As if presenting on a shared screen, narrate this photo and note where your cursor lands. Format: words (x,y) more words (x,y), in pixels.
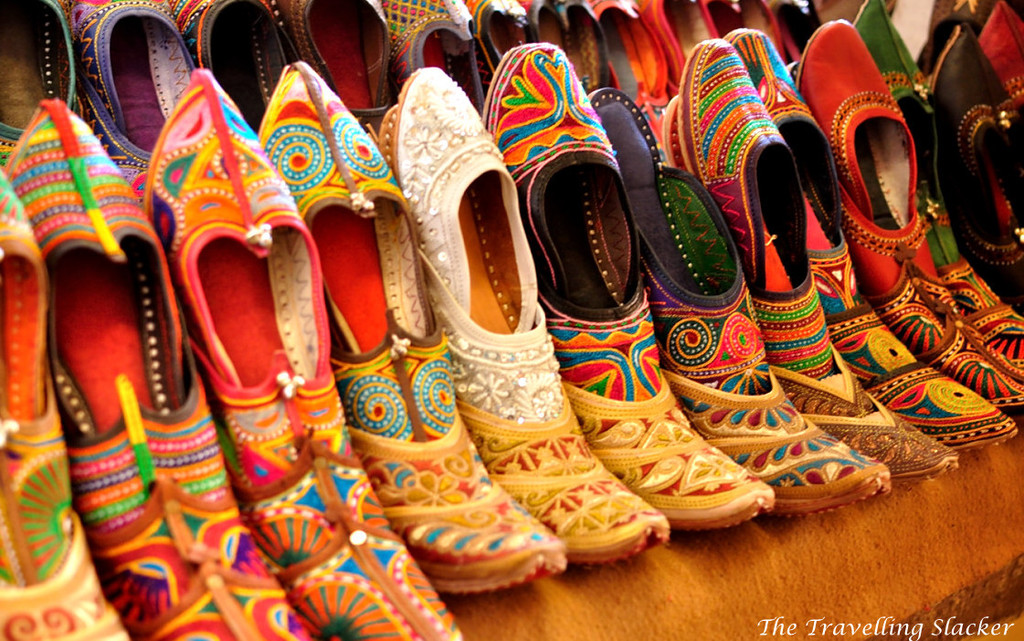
In this image I can see number of footwear (300,385). I can also see a watermark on the bottom right side of this image (768,622).
